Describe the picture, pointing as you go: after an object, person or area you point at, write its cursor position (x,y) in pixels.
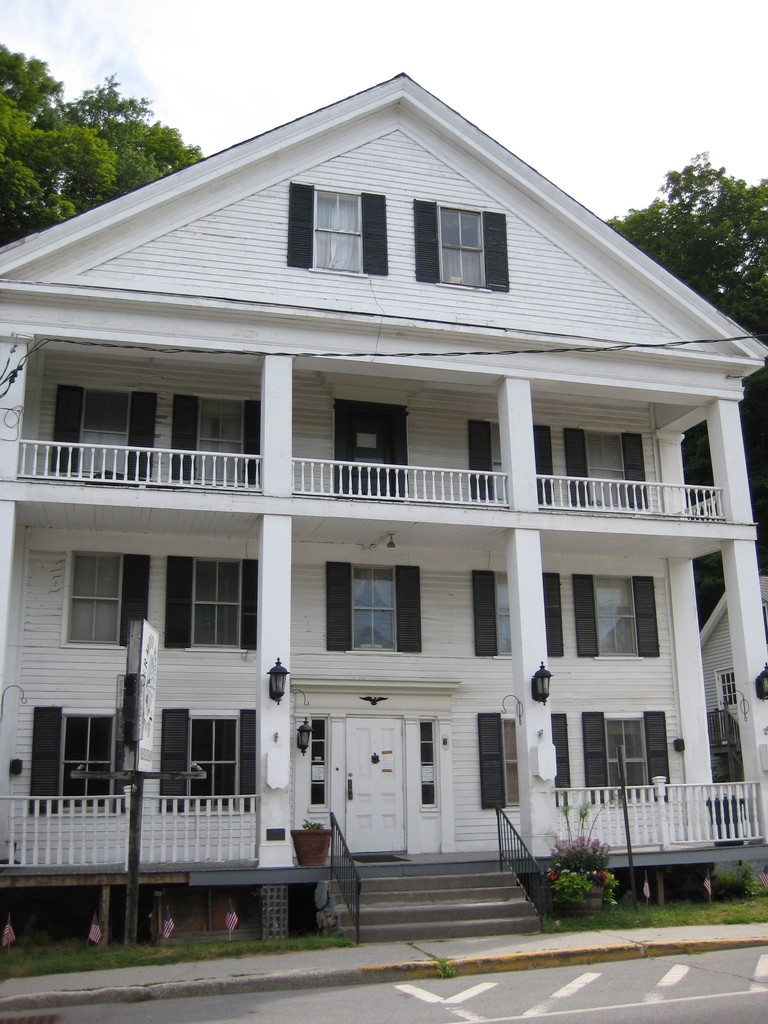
In this picture, we can see a building (415,368) with windows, door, stairs (444,891), railing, lights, and we can see plant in a pot (323,855), we can see the ground (714,942) with grass (622,903), plants (609,899), trees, wire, and we can see the sky (717,103).
